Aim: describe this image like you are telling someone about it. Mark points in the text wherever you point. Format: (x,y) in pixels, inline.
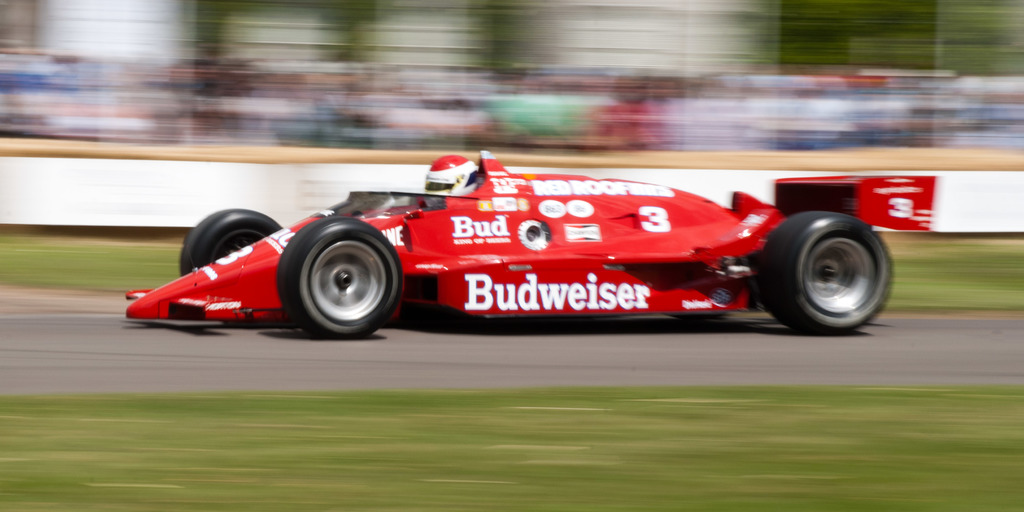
In this image in the center (599,305) there is a vehicle (699,297), at the bottom (504,434) there is walkway (660,338) and grass (821,433) and there is blurry background (862,42).
